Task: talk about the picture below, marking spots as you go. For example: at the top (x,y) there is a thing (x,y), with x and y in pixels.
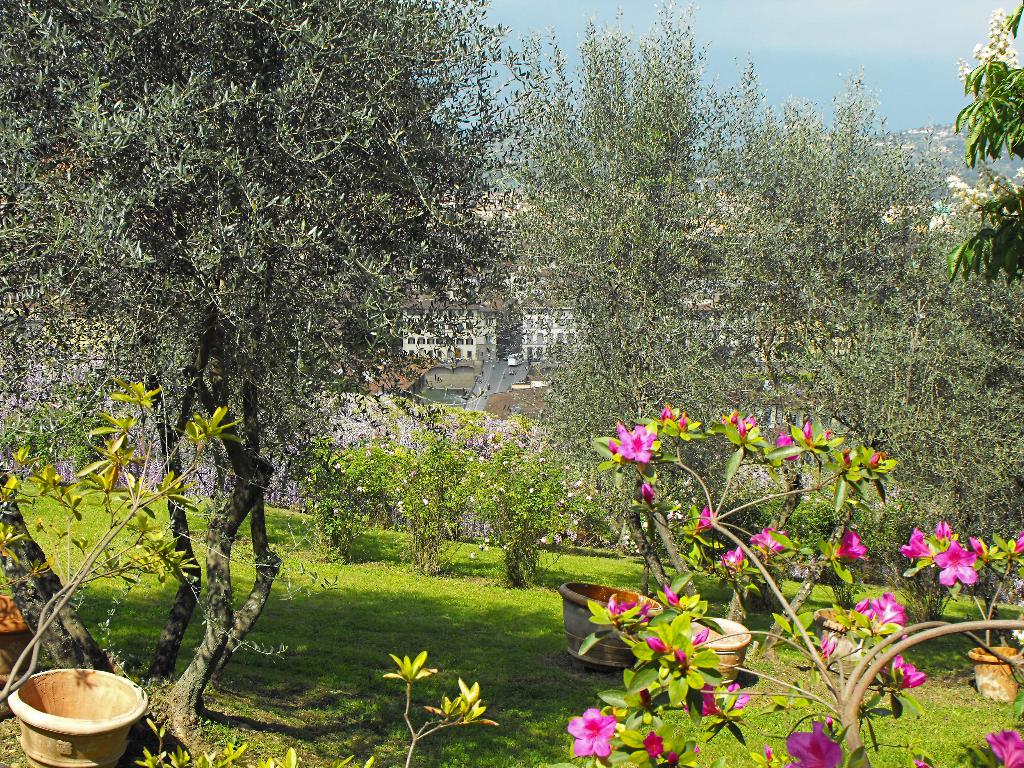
These are the trees (637,299) with the branches (328,186) and leaves (339,302). Here are the flower pots (34,709). This is a plant (838,727) with the flowers (605,719). Here is the grass (494,613). In the background (445,342), I can see the buildings (523,352).
